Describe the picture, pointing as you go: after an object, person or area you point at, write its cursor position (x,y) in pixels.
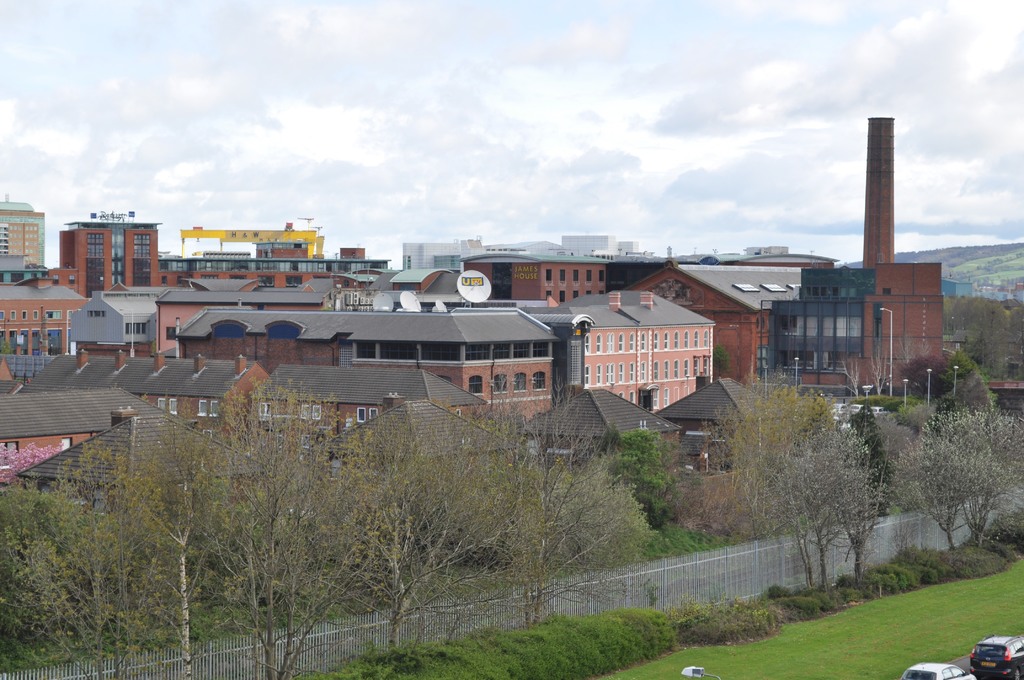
In this image there are cars (936,666), lamp posts (688,671), grass (780,645), plants (722,626), bushes (531,634), metal fence (510,608), trees (468,421) and houses (537,418), in the background of the image (908,261) there are mountains (921,261), at the top of the image (397,163) there are clouds (276,165) in the sky (242,185).
